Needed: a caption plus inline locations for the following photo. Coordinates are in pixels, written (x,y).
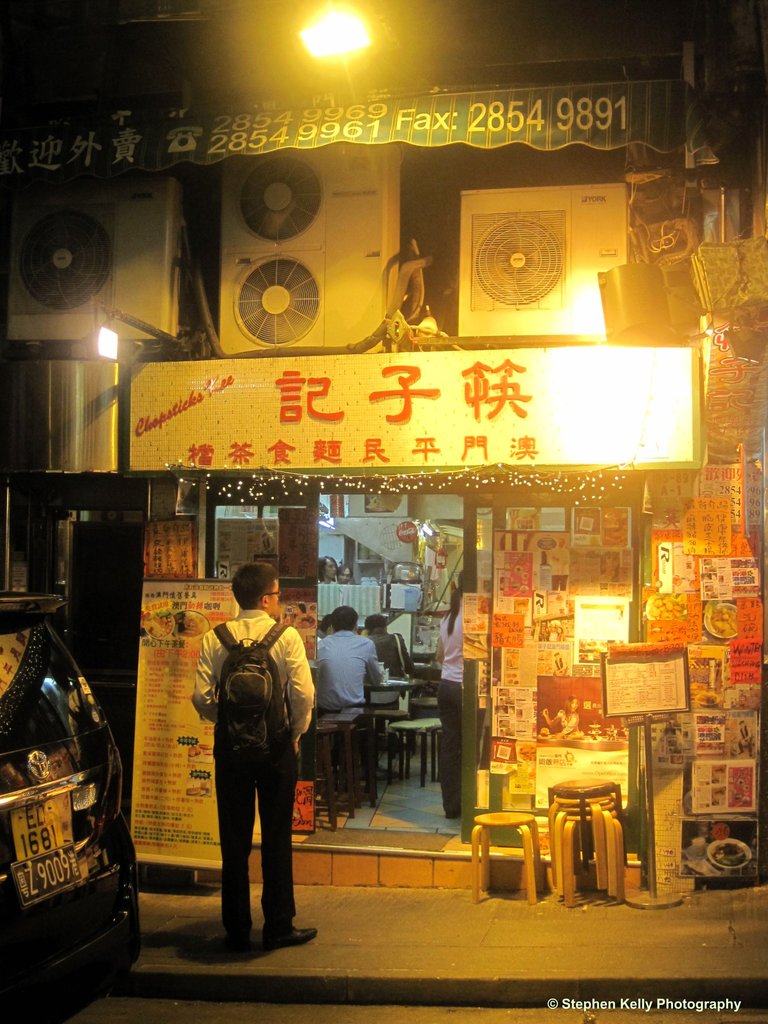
In this image there is a vehicle (19,731) on a road (438,1018) and a man (232,932) standing on a footpath (336,923), in the background (147,693) there is a shop (450,870) near the shop (460,870) there are chairs (599,853), inside the shop (434,810) there are people (408,664) sitting on chairs (405,719), at the top (242,212) there is a lights (336,18), AC vents (156,284) and a board (500,430), on that board (463,406) there is some text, on the bottom right (726,1011) there is some text (733,1004).
